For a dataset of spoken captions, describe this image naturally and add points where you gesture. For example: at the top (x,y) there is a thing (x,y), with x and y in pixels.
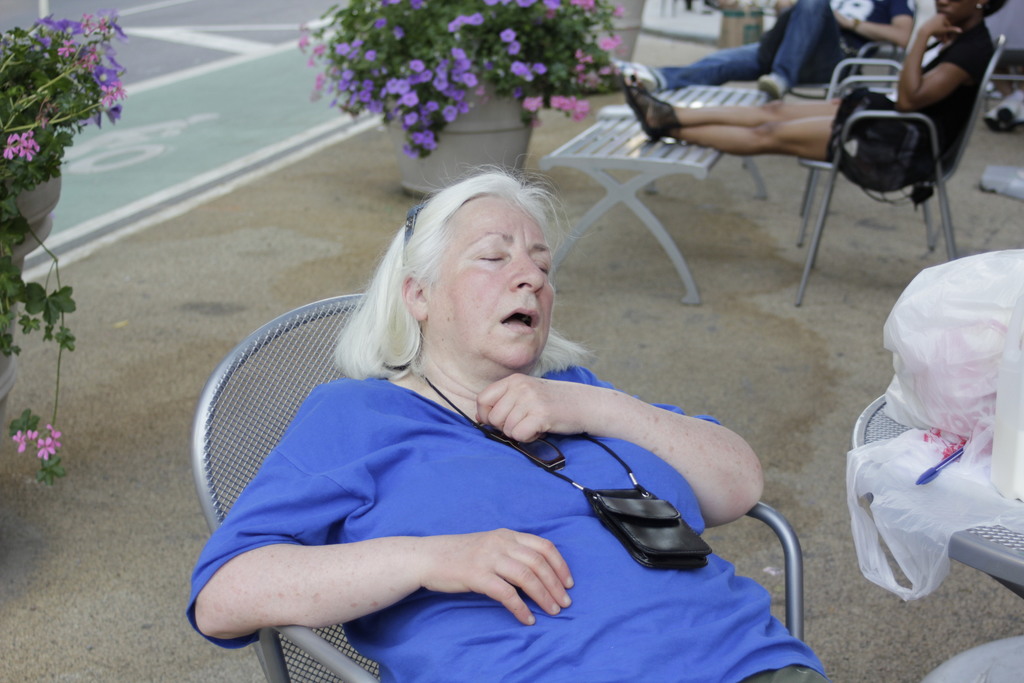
A woman (491,549) is sitting on a chair (326,306) and sleeping. There are other people (760,48) at the back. There are flowers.
